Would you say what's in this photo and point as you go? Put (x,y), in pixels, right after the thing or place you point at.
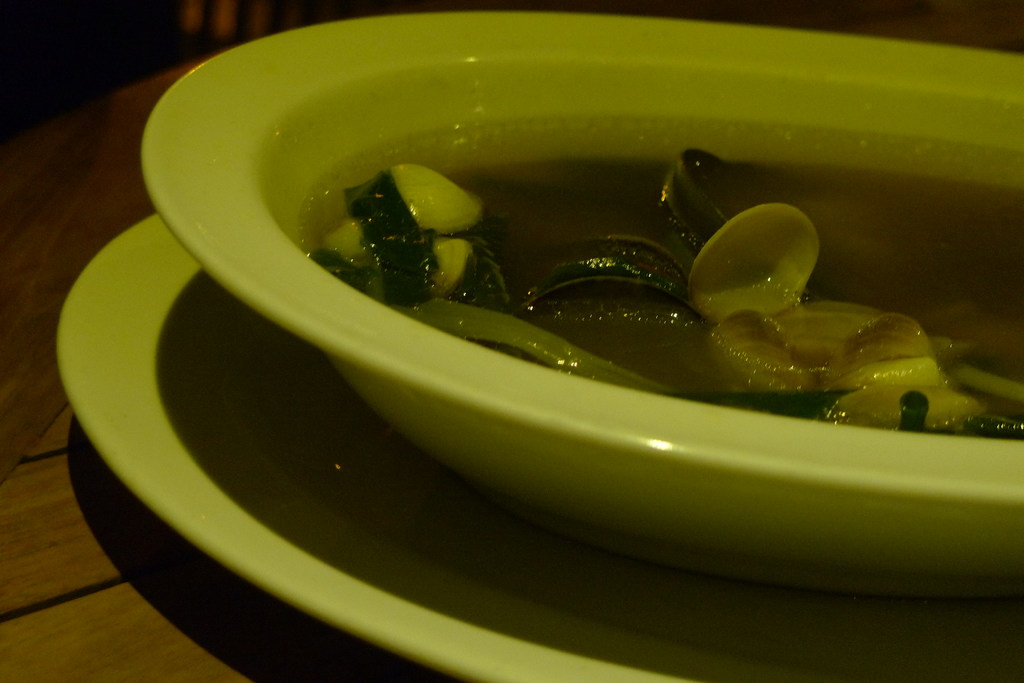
In this image, we can see food (560,300) in the bowl (997,170). This bowl (219,88) is placed on the white plate (415,547). On the left side of the image (59,475), we can see wooden surface (48,463).
